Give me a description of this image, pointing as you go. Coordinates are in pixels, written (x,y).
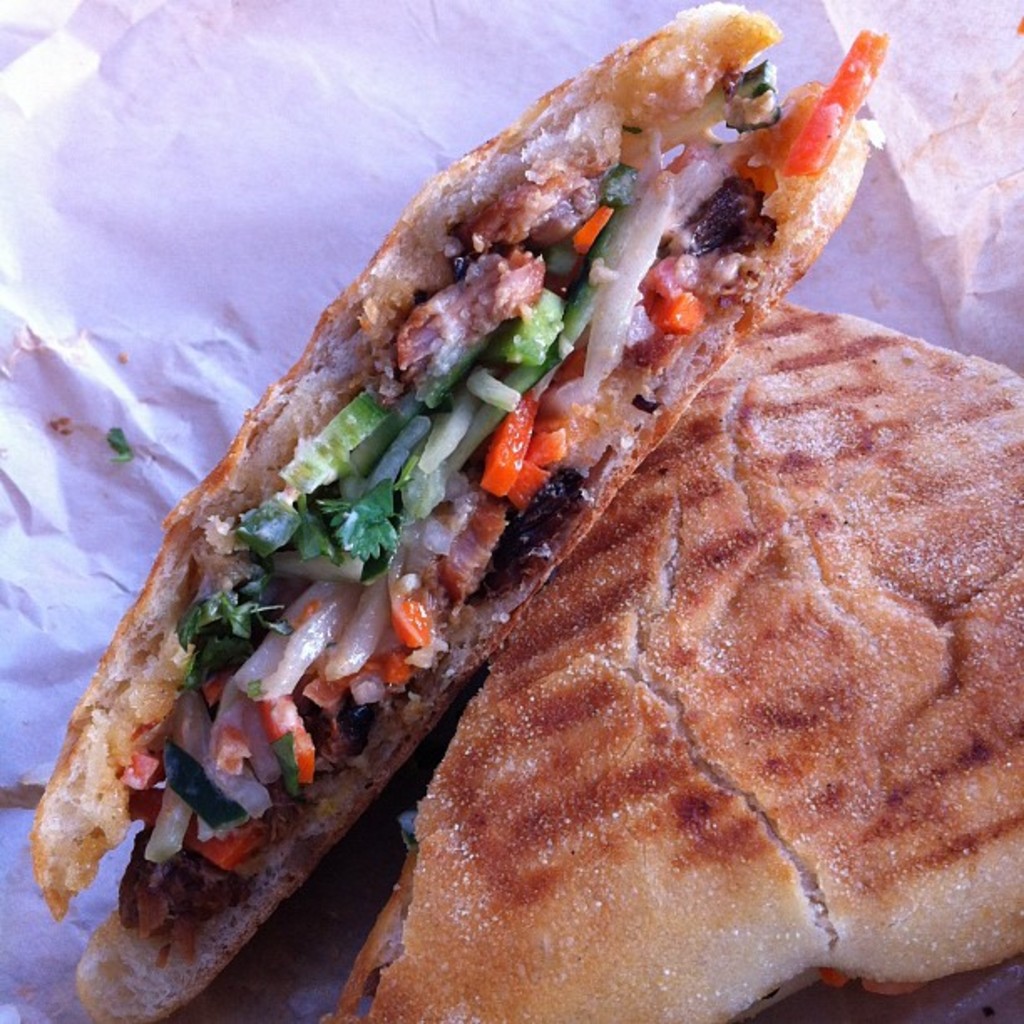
In this image on a paper (394,825) there are sandwiches (457,760).
